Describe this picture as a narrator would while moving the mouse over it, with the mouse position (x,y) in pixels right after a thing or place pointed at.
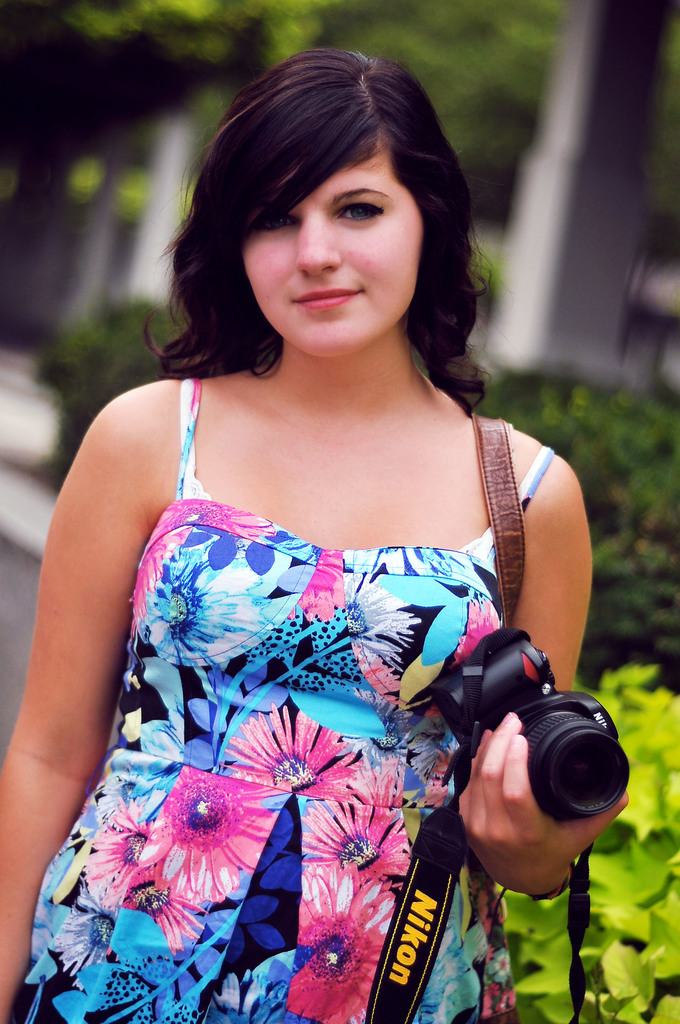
In this picture we can see a woman (559,500) who is holding a camera (468,693) with her hand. These are the plants (105,390) and this is pillar (585,222). Here we can see some trees (472,79).
